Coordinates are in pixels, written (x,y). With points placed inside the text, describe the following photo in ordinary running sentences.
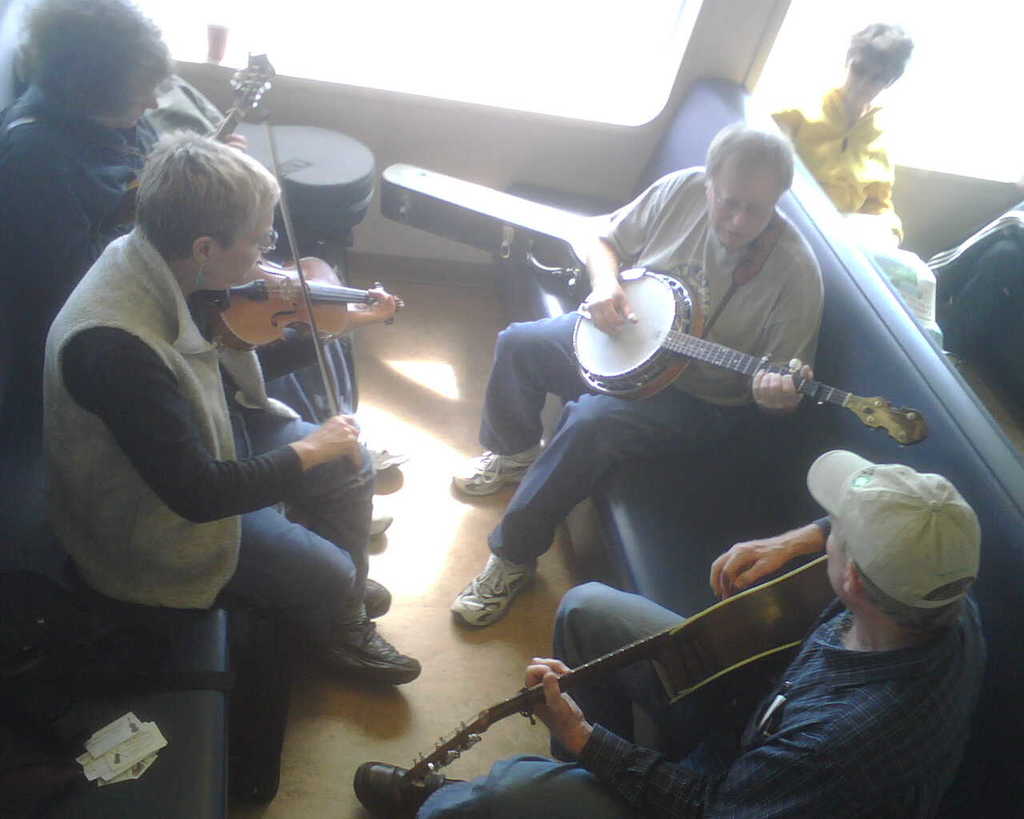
In this image i can see a group of people (160,359) are sitting on a couch (644,520) and playing musical instruments (593,379).
